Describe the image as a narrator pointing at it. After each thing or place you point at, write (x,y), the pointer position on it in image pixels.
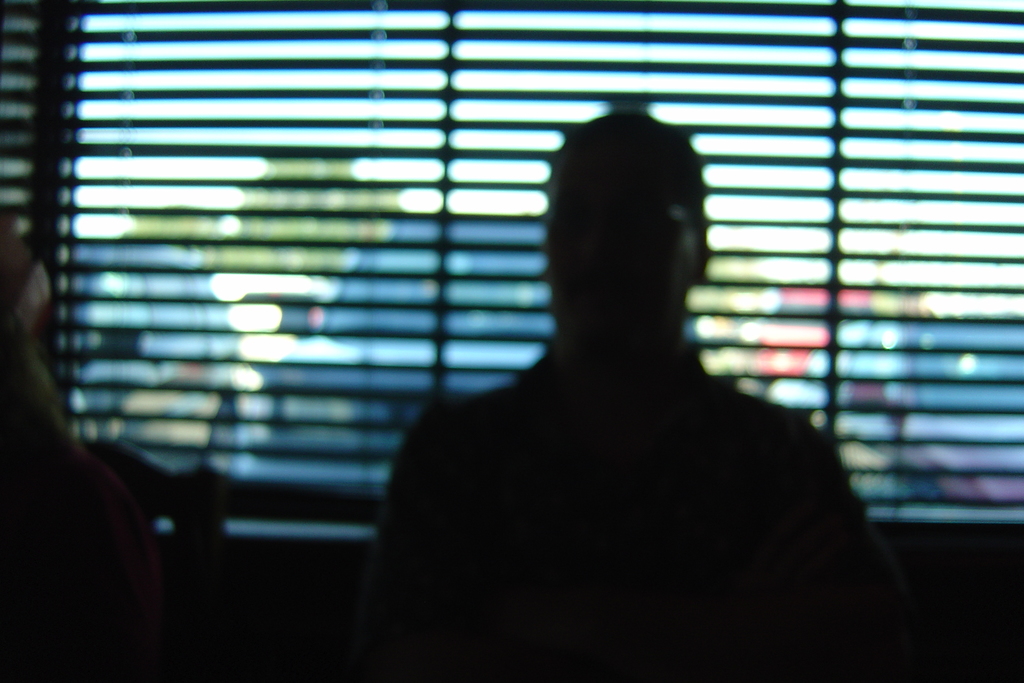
In this image I can see few vehicles (421,349) and I can see this image is little bit blurry.
